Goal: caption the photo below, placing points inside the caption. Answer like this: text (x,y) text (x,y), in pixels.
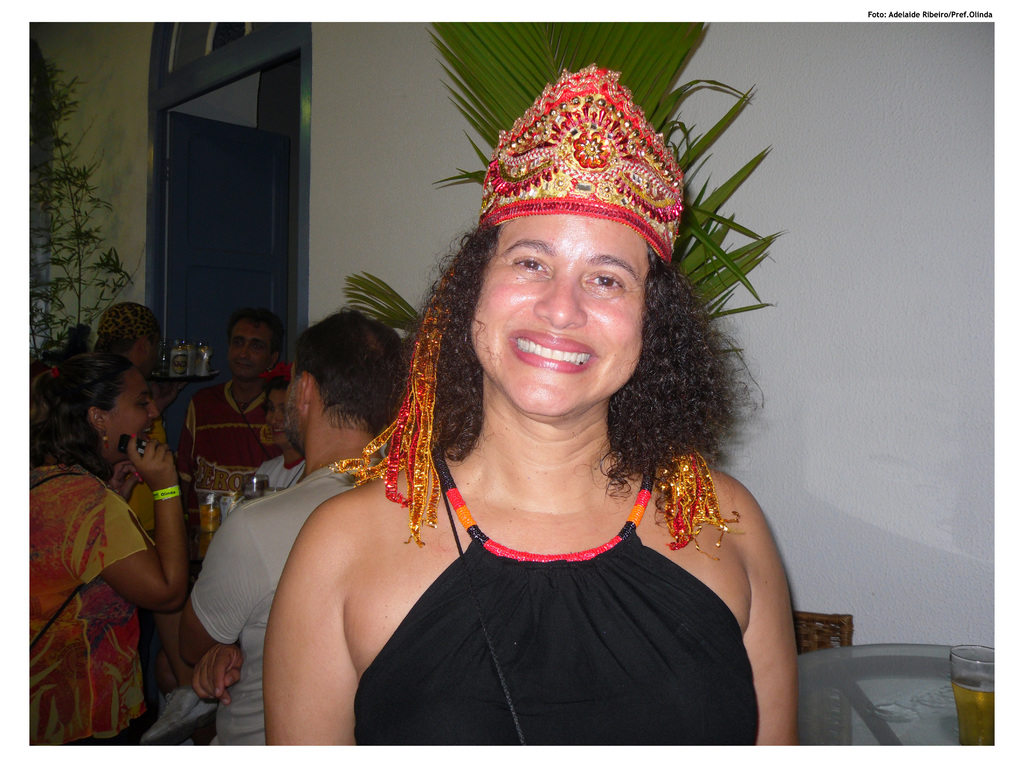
In this image there is a person (506,539) with crown (545,148), there are few people (214,416), few plants (87,215), a door (302,101), a glass (961,698) with some drink (966,710) on the table (868,687) and a wall (832,351).
